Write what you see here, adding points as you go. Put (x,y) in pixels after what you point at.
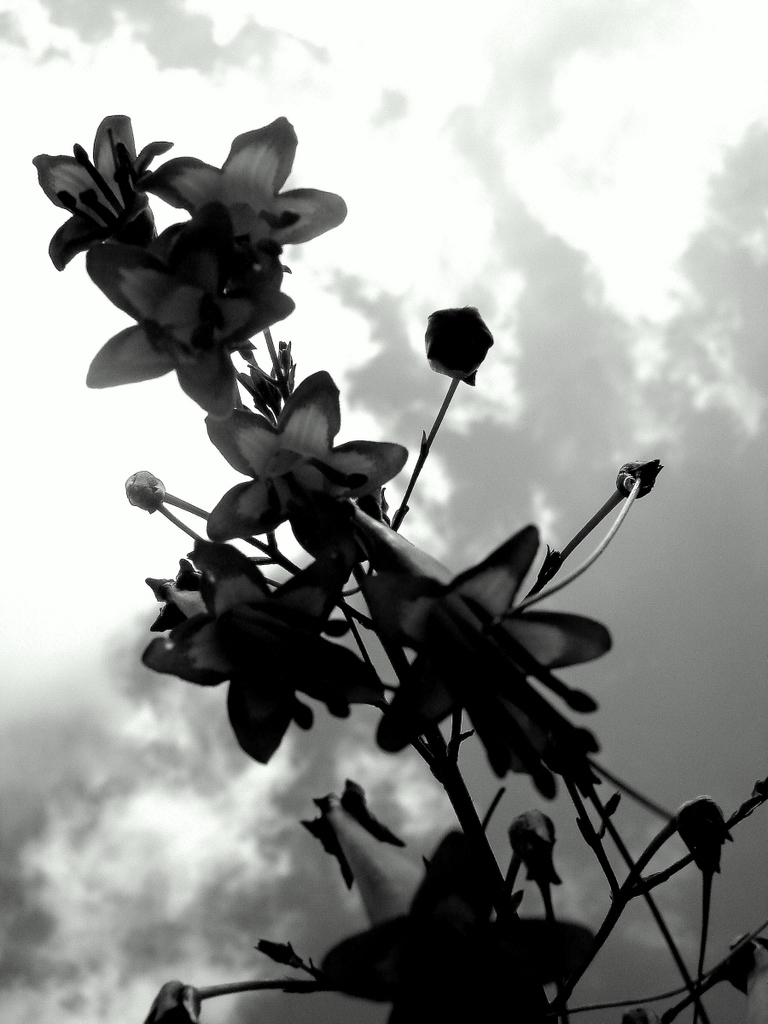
In this image we can see flowers (399,575) to a plant (290,507) and sky (468,190) with clouds (374,201).
